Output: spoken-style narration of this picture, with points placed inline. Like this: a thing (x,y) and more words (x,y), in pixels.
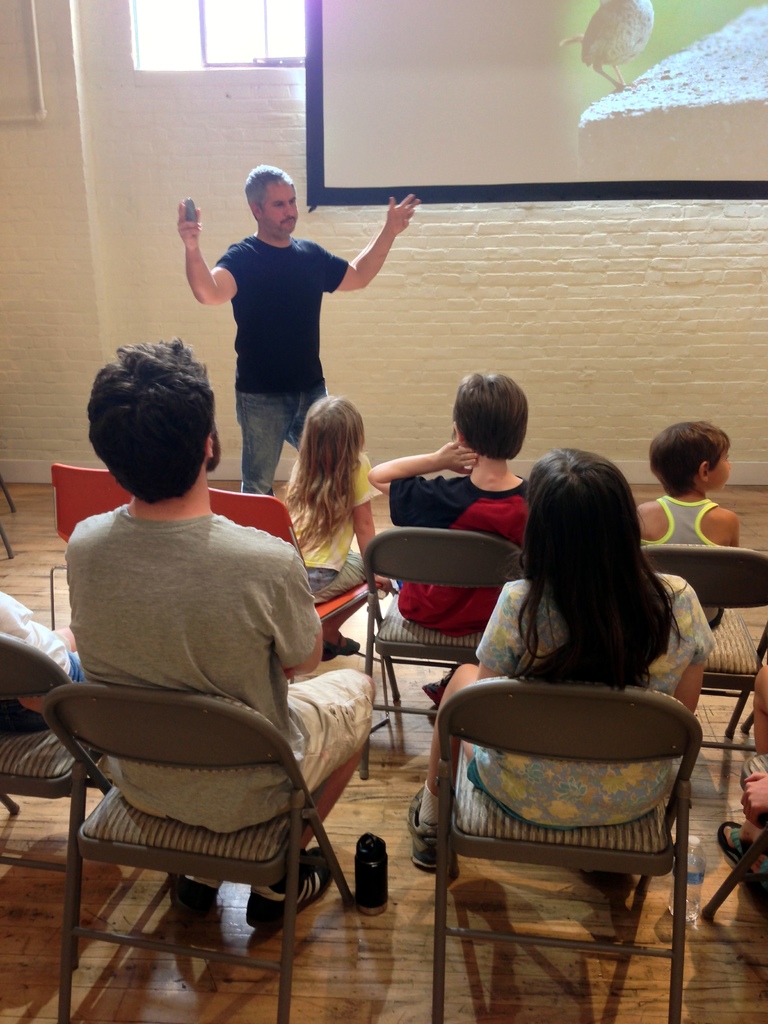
A picture inside of a room (125,195). This man (256,282) is standing. This persons (456,492) are sitting on a chair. On the top (497,3) there is a screen (462,2). Wall (109,206) is in white color. These are windows (284,50).
